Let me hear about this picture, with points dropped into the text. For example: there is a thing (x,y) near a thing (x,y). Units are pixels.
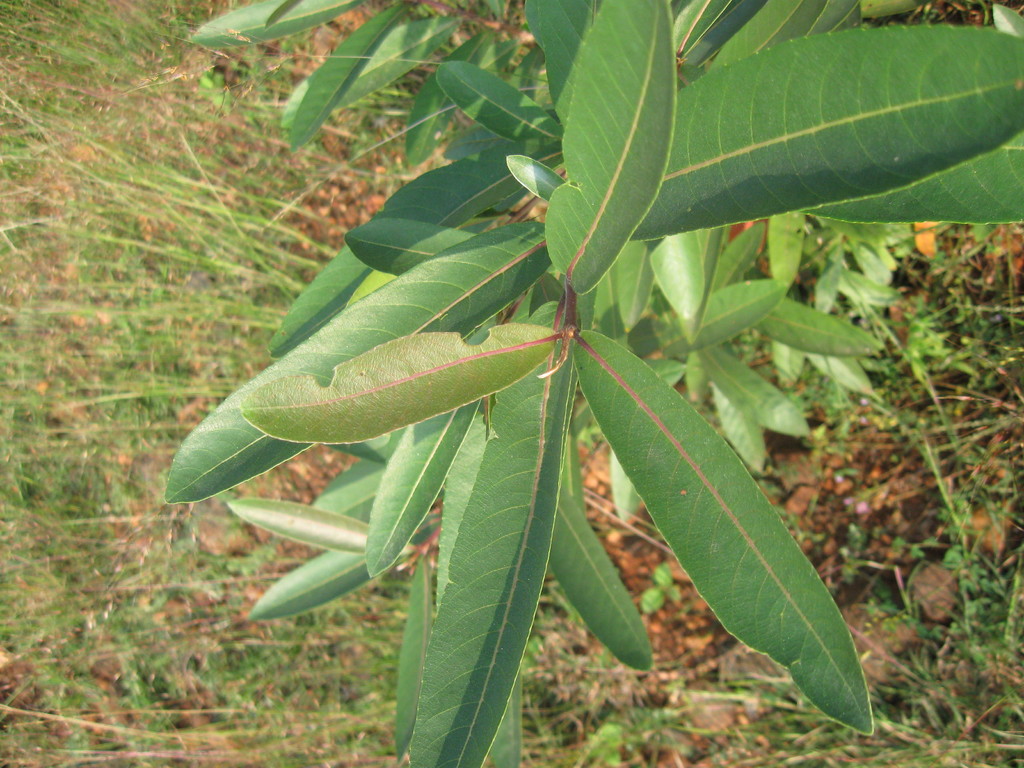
In this image we can see leaves (566,424), ground (747,719), and grass (53,547).
